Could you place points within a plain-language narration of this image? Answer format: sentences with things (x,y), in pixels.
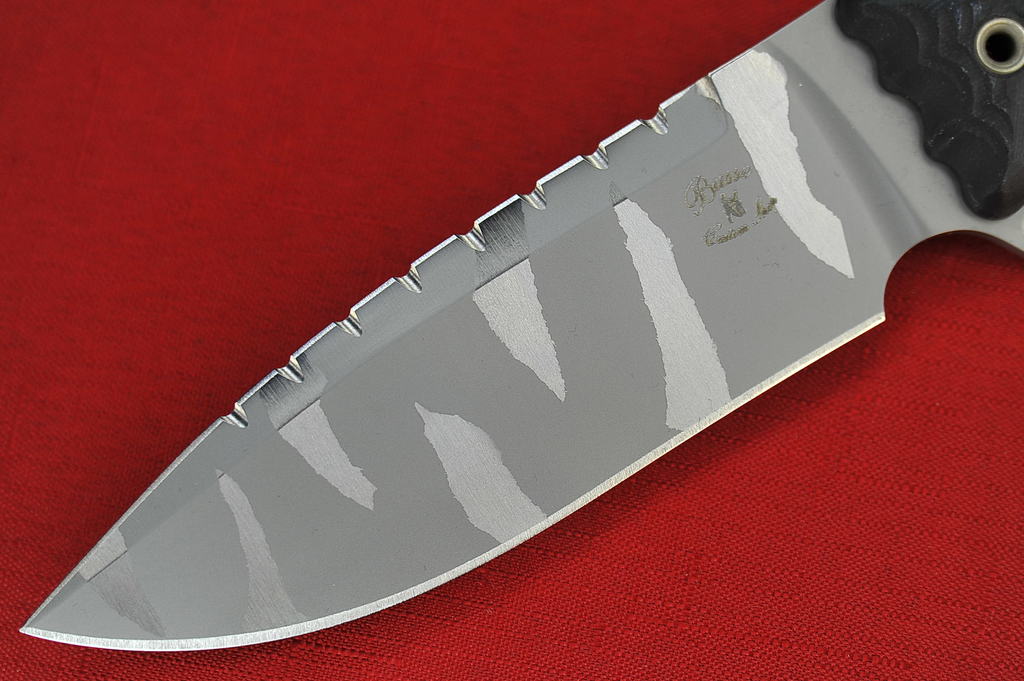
In this image I can see the red colored surface (295,217) and on it I can see a knife (582,454) which is silver and black in color.
